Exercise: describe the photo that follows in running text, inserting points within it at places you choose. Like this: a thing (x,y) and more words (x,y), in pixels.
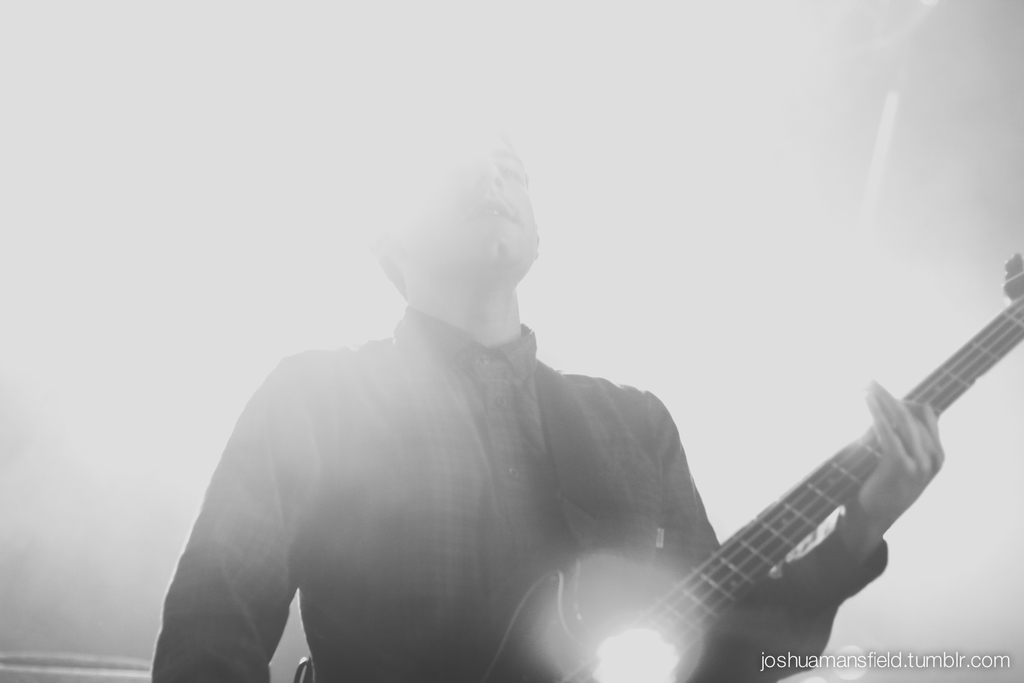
A black and white picture. This man (515,391) is standing and playing a guitar (708,604).
